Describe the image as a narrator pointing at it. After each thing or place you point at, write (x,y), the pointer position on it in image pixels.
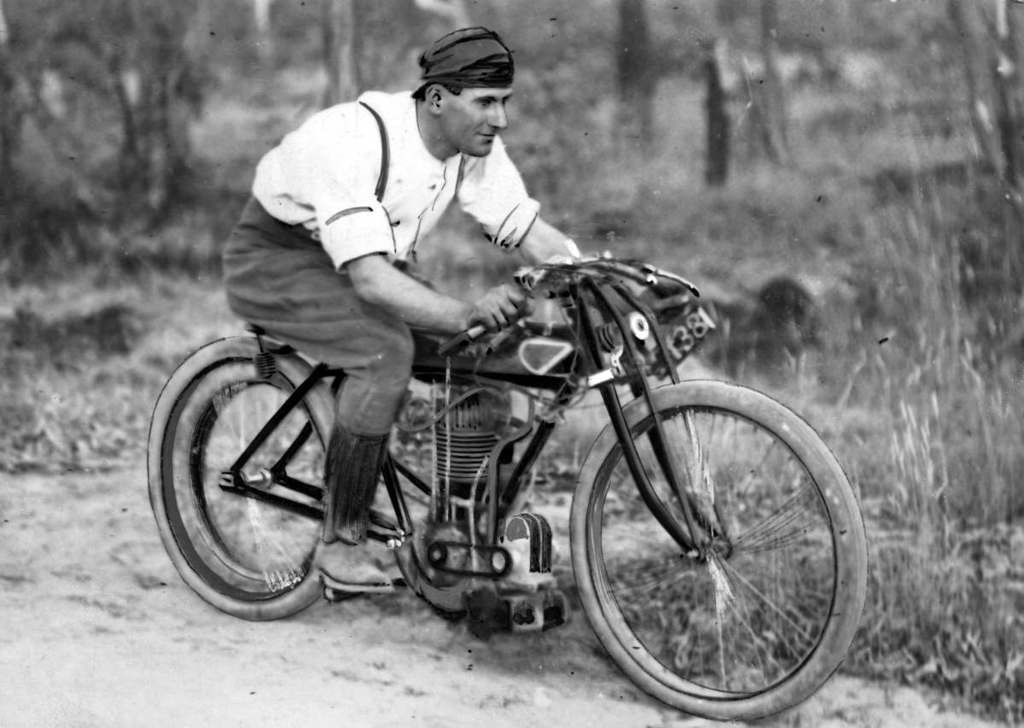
In this image I can see a man (439,319) is sitting on a motorcycle (469,473). I can also see there are few trees (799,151) and plants (947,321) on the ground (886,257).
